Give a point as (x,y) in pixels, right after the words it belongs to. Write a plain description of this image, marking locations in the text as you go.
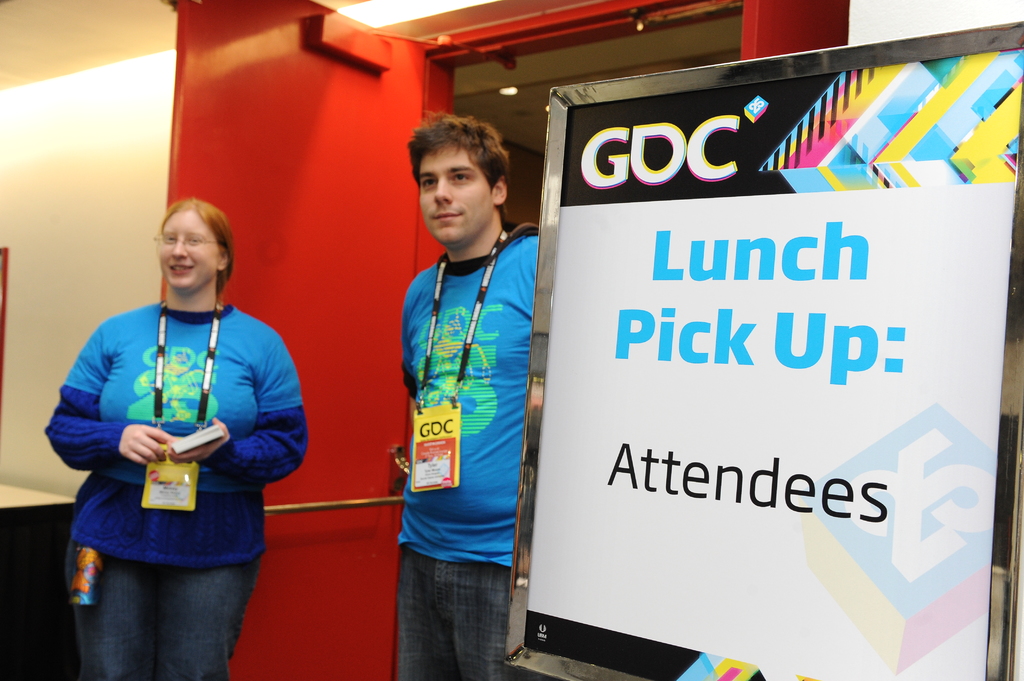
In this image I can see two persons (122,488) are standing. I can see both of them are wearing same colour of dress (443,400) and ID cards (432,424). Here I can see white colour board (638,368) and on it I can see something is written. In the background (334,151) I can see red colour door (313,275).
